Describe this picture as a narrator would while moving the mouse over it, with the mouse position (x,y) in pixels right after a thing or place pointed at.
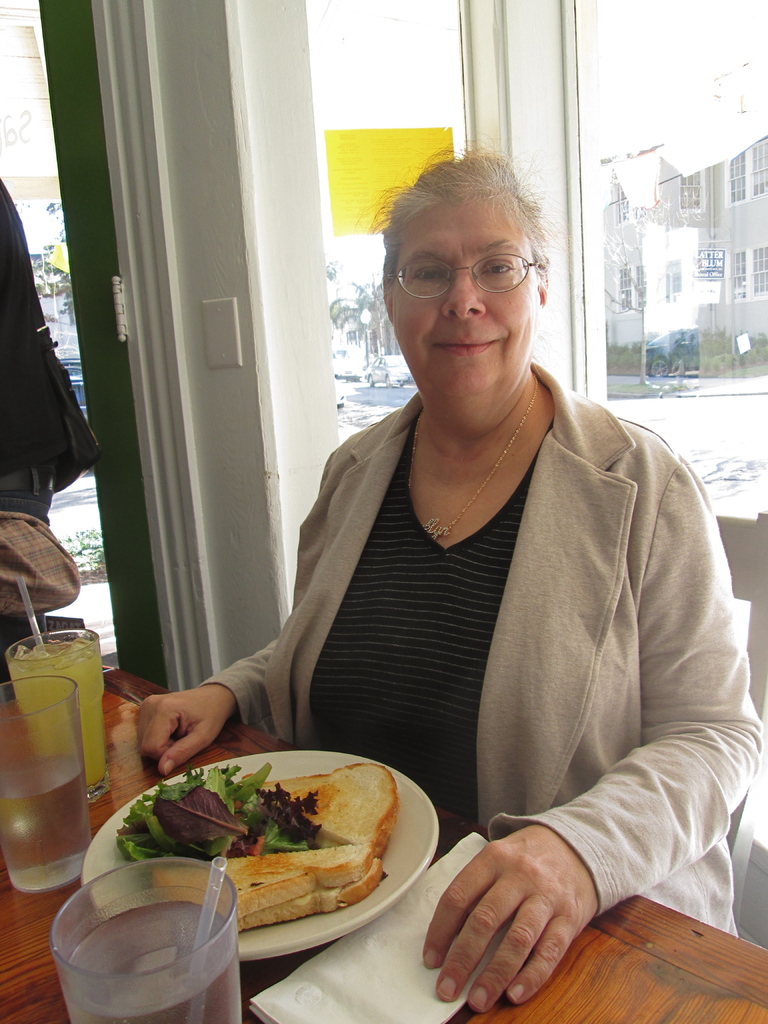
In this image, there is a person (535,554) wearing clothes (491,613) and sitting on the chair (747,580) in front of the table (659,934). This table (653,952) contains glasses (48,723) and plate (412,795). There is a window (444,71) at the top of the image (440,56).
